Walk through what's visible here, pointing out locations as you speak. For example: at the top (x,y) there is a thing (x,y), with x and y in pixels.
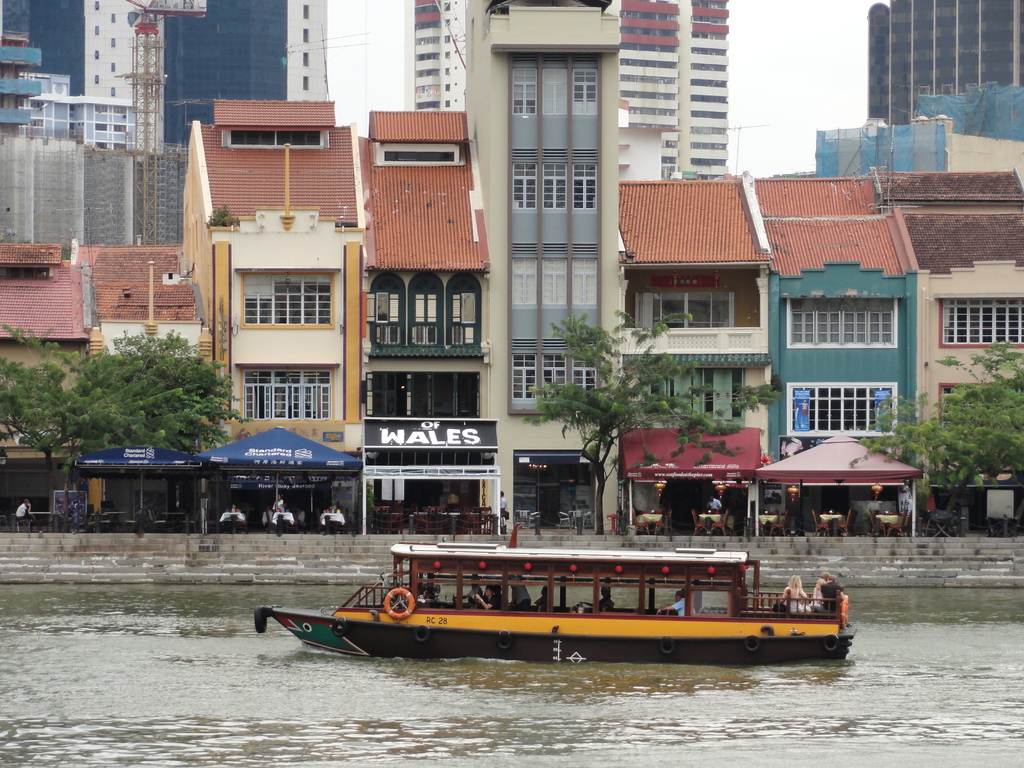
This picture is clicked outside. In the foreground (352,696) we can see a boat (474,626) in the water body (62,675). In the center (628,457) we can see the stairs (156,552), tents (244,447), group of persons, trees (983,445), buildings (170,108), metal rods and the sky (804,41).
